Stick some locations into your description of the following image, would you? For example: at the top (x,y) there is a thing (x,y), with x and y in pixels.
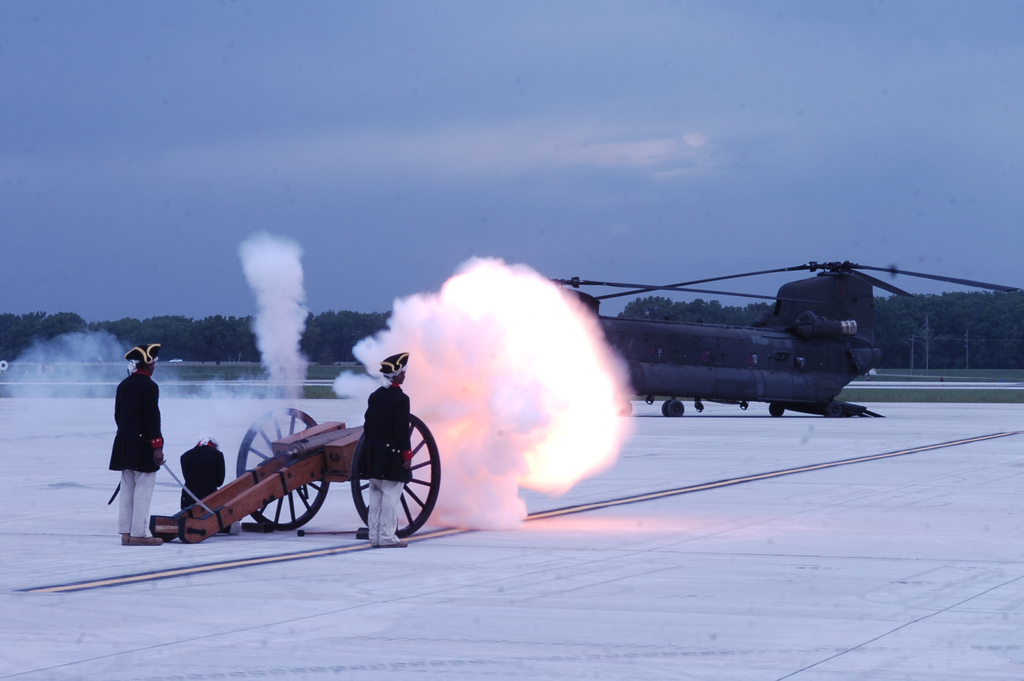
In this image there are two persons (384,426) who are wearing the black dress (371,413) and black cap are standing beside the cart (287,465). At the bottom (407,594) there is floor (717,569) on which there is white color. At the top (452,79) there is the sky (246,180). In the background (315,317) there are trees (999,324). There is a helicopter (733,356) on the floor (746,412).
